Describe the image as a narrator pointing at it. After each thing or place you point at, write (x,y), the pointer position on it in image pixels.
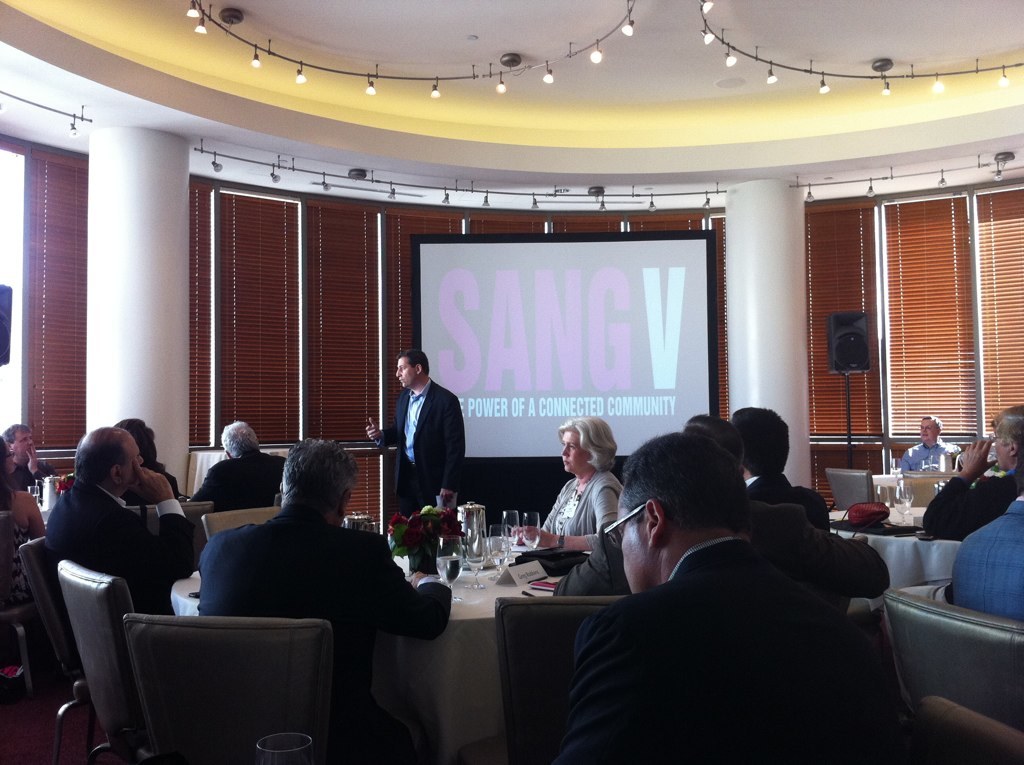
There is a group of persons (332,526) sitting on the chairs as we can see at the bottom of this image (1008,626). There is one person (438,447) wearing black color blazer (442,425) in the middle of this image (386,423), and there is a wall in the background (301,323). There are some glasses (469,558) and some other objects (430,544) are kept on a table (490,633) which is covered with white color cloth (494,586). There is a screen (537,345) in the middle of this image (490,390), and there are some lights (301,67) present at the top of this image (593,54).
